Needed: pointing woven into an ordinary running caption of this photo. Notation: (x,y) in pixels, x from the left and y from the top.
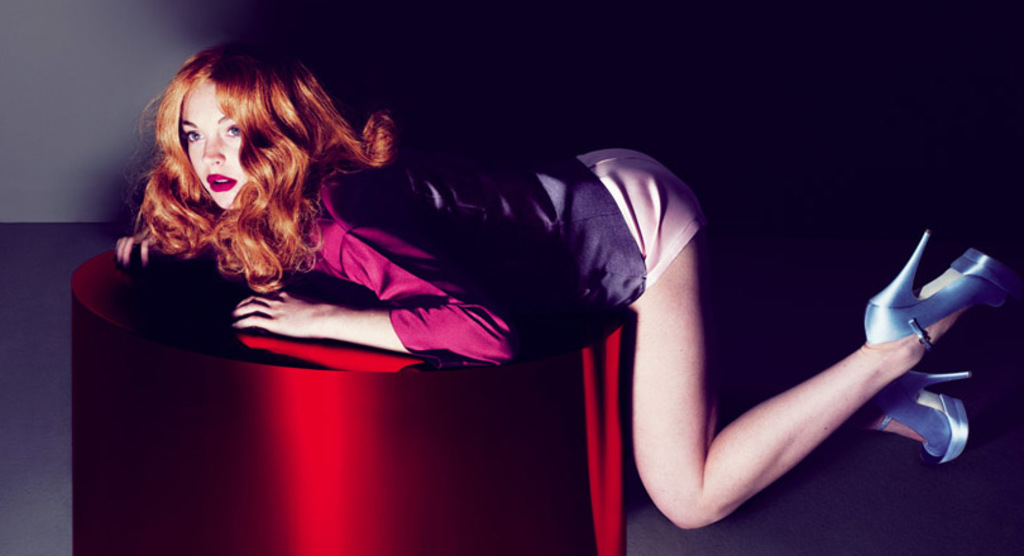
There is a woman (399,257) on a red color block (431,365). In the background (490,106) it is dark.
